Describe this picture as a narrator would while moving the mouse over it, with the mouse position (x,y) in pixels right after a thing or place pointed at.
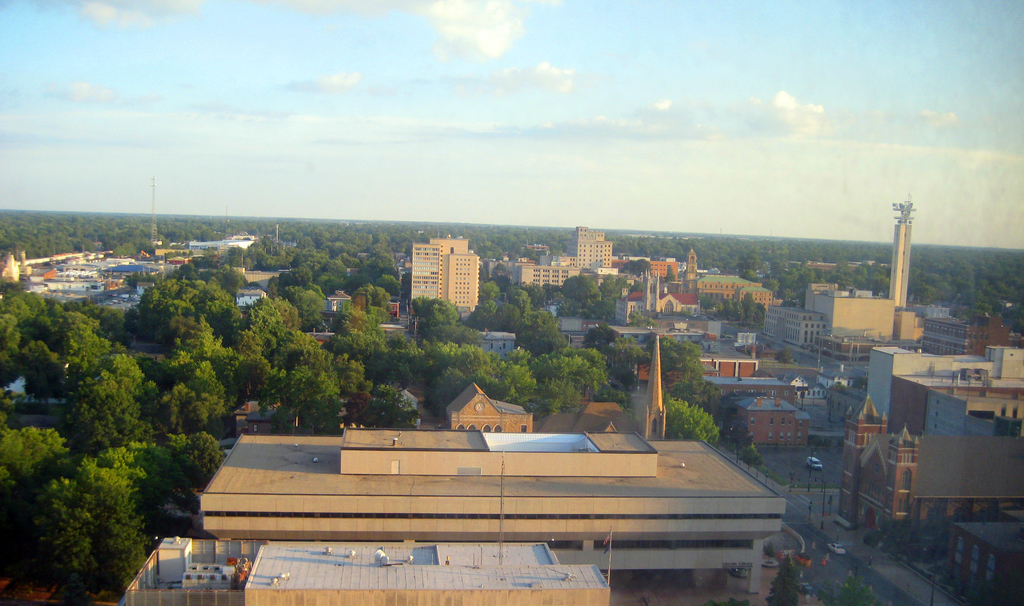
This image is clicked from the top view. In this image there are many trees (863,596) and buildings (511,539). On the right (855,564), we can see a road (837,563) on which there are vehicles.
